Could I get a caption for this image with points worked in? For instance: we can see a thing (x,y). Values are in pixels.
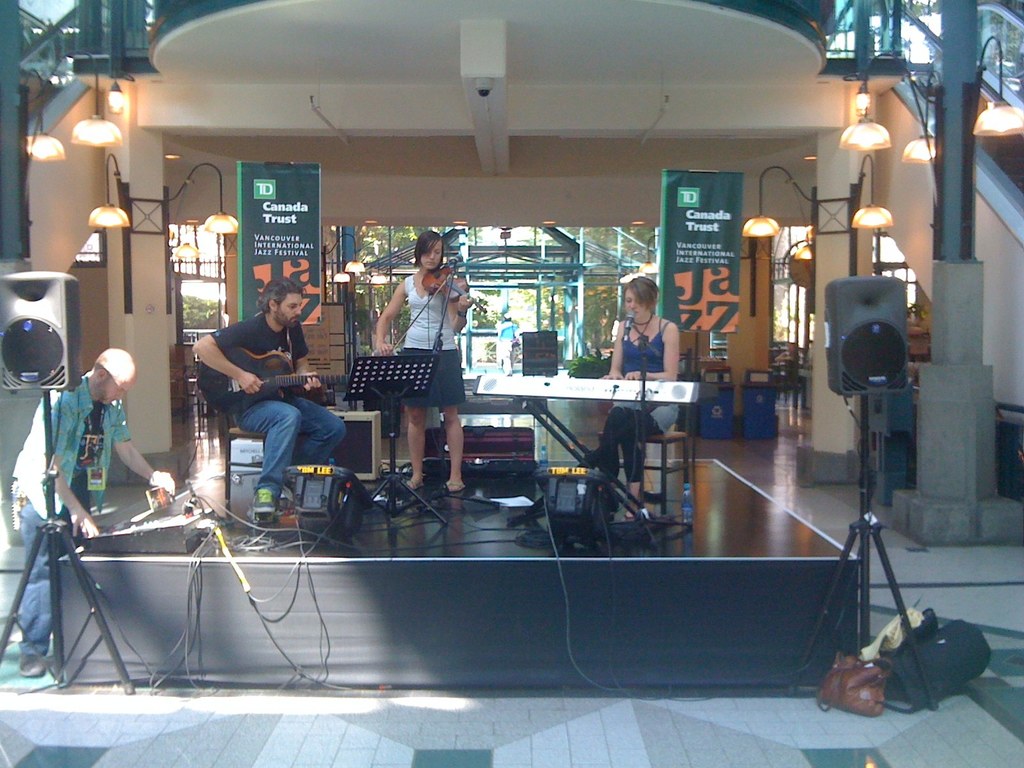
In this image we can see three persons (627,368) are playing musical instruments (598,391) and two of them (295,403) are sitting on the chairs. Here we can see bags (879,683), stands (912,638), speakers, cables (265,530), floor (884,523), pillars (973,31), lights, walls (344,177), banners (251,177), poles (552,320), and other objects (892,625).
